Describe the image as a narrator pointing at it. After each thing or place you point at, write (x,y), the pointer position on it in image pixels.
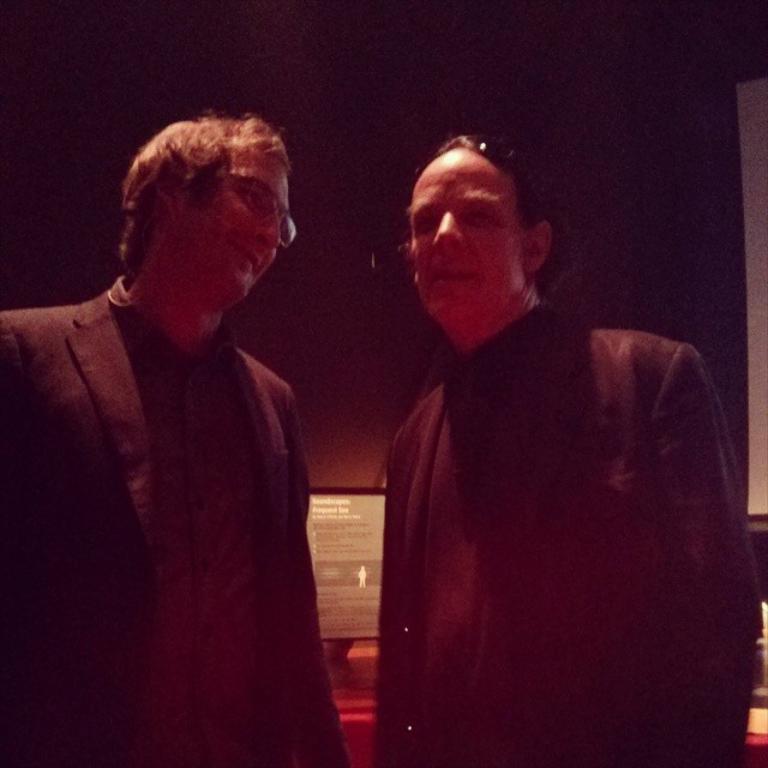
In this image we can see these two persons (464,719) wearing black blazers (588,511) are standing here. In the background (338,585), we can see a monitor (367,627) and the image is dark.
